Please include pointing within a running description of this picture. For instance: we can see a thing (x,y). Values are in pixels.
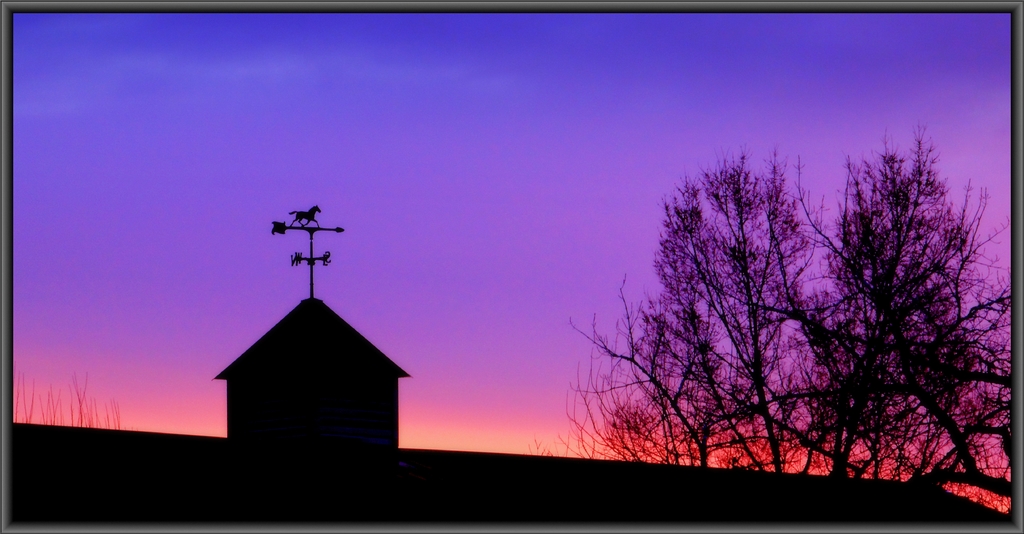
In this image I can see there is a house (312,311) and there are trees (935,336) on the right side (766,299) and the sky (319,276) is clear. There is an object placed on the house (299,325).
